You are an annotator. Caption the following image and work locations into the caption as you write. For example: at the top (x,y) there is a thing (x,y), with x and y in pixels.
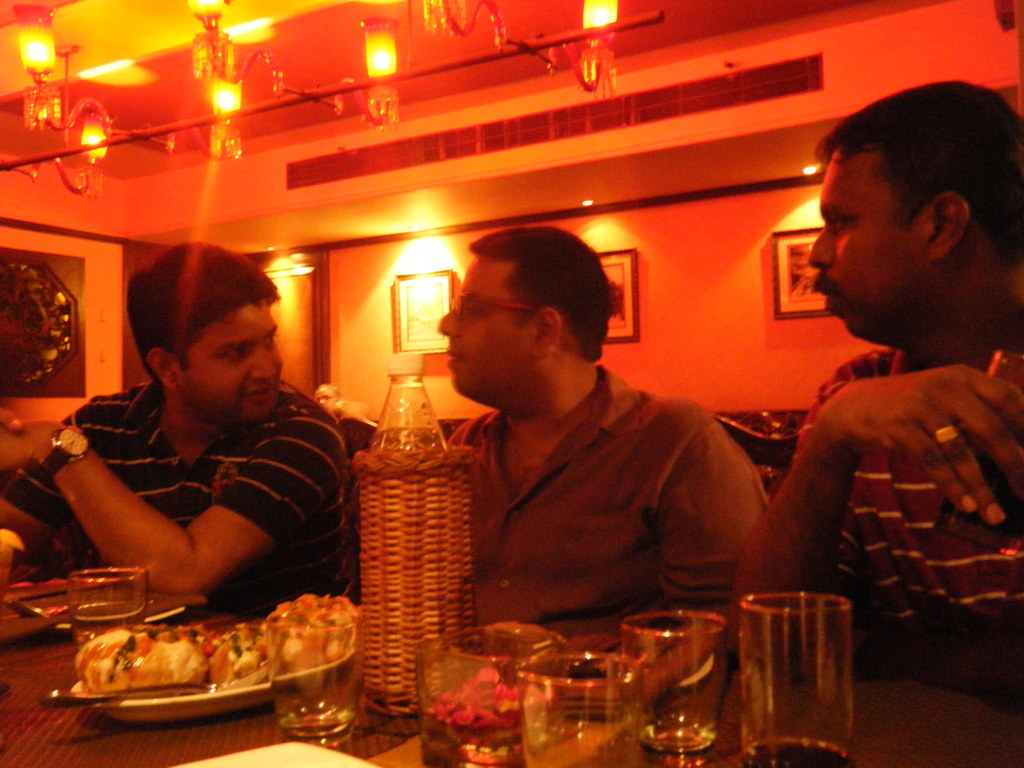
In the image we can see three persons (941,485) were sitting on the chair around the table (375,745). On table (363,736), we can see bottle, glasses (759,626), plate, tissue paper (335,757) and food items (215,645). In the background (561,223) there is a wall (678,258), lights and photo frame (781,303).
